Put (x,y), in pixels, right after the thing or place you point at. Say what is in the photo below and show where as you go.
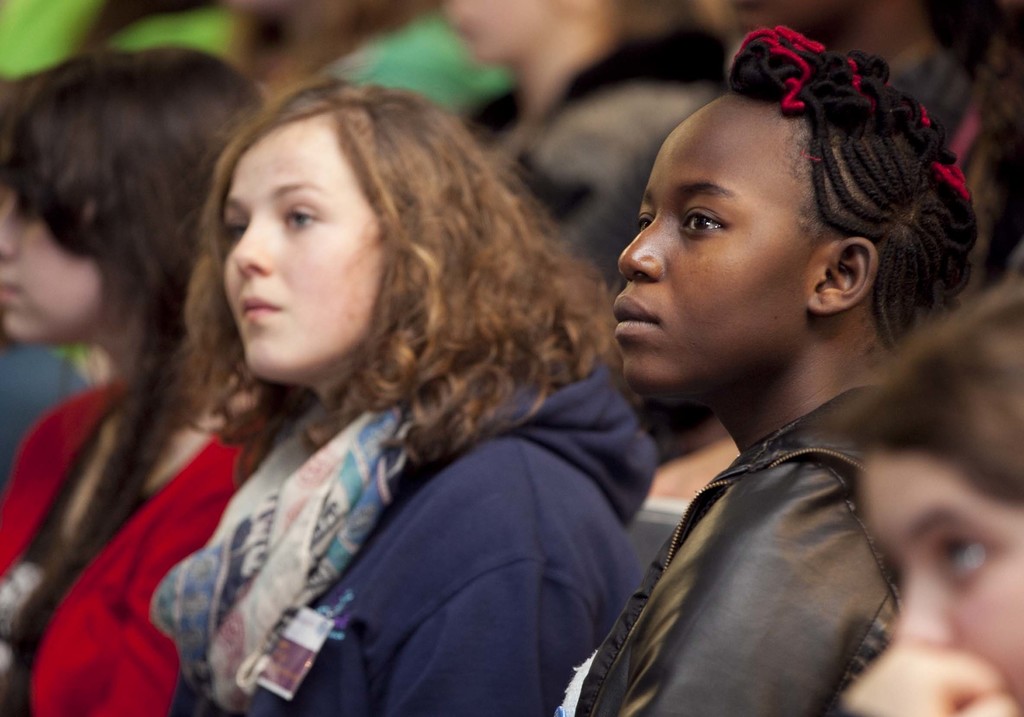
There are persons (389,183) in different color dresses (776,650), watching something. And the background (718,51) is blurred.
